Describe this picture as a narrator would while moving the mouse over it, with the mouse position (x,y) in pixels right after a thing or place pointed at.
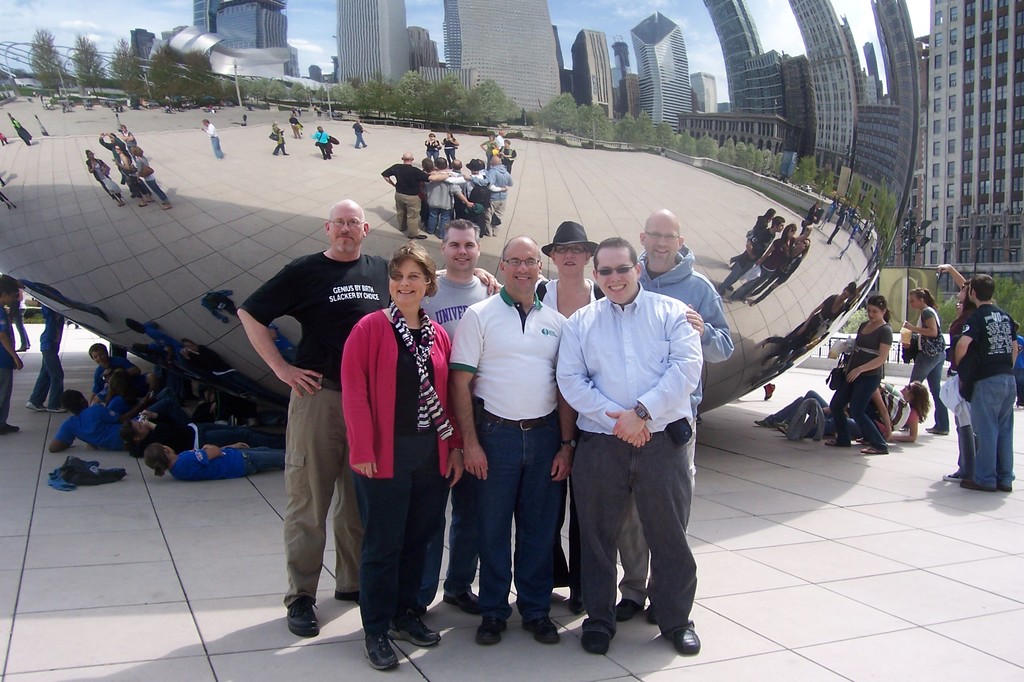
In this picture there are people (20,366), among the few persons (313,463) standing and we can see cloud gate (871,99), on this cloud gate (629,106) we can see reflection (577,115) of people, trees (560,110), buildings (265,35) and sky (716,53). In the background of the image (975,221) we can see buildings (927,198), pole (926,228), leaves (1001,295) and sky (920,24).
